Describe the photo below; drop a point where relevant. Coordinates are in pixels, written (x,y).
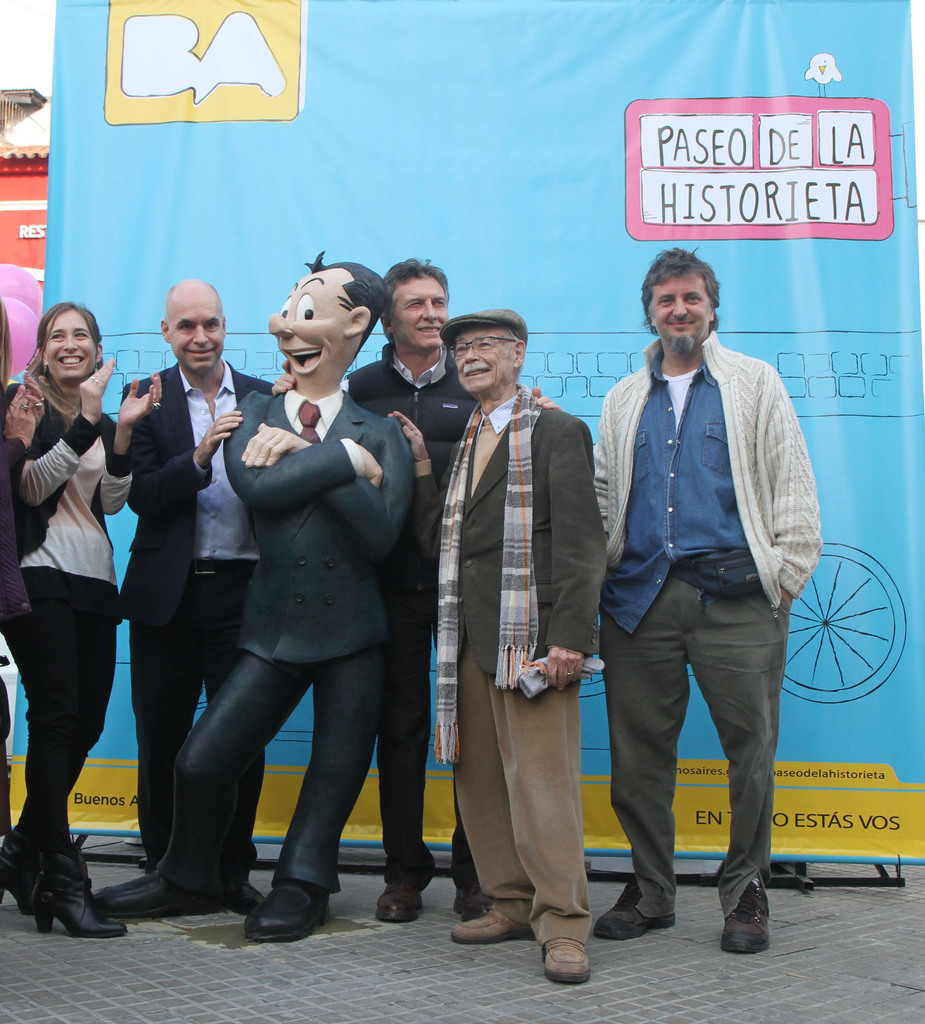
In the picture we can see some people (709,702) are standing and smiling some are wearing a blazer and shirts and some are in other clothes (67,674) and one is a cartoon statue (271,419) and behind them we can see a banner (617,191) with some painting (713,163) on it and some words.
